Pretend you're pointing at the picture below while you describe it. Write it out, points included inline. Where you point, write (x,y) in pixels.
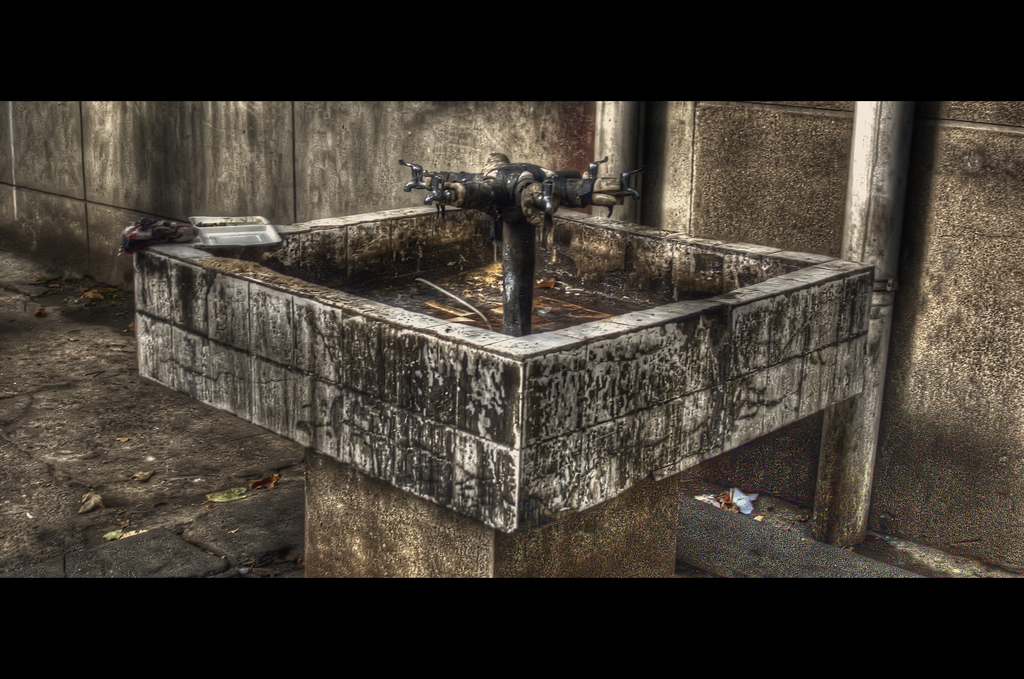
In this image I can see a sink (343,304) and I can also see few taps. Background (300,173) I can see the wall (316,172) in gray and black color.
